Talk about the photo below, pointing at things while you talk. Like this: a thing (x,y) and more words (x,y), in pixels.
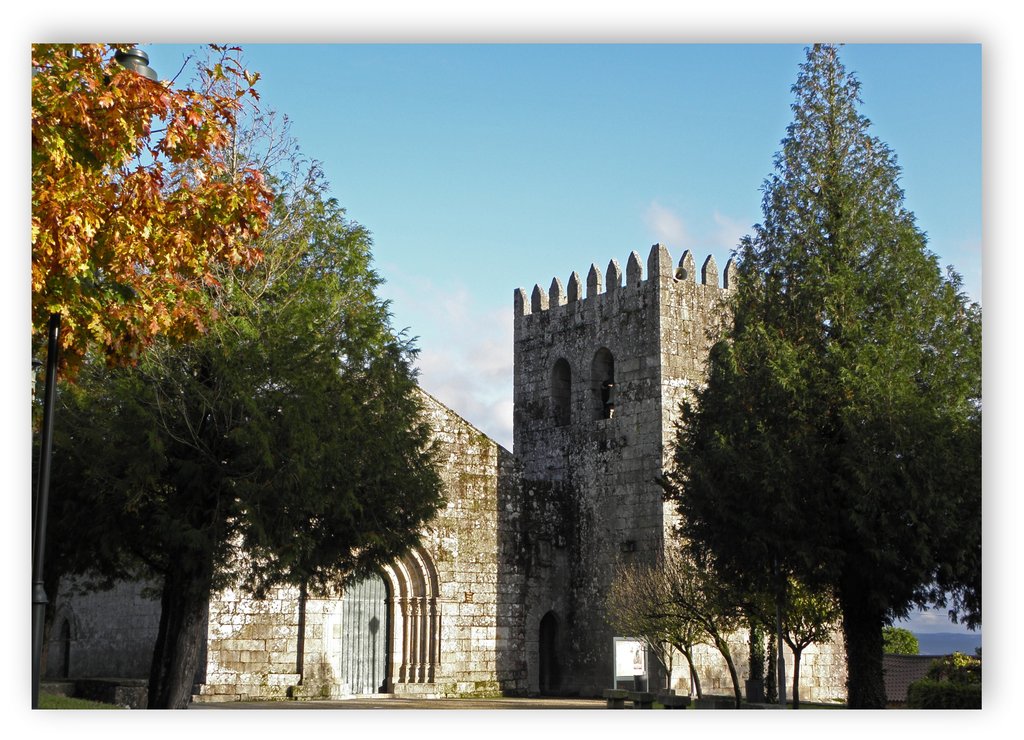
In this image I can see there are few trees (720,555), a fort (603,601) and the sky (600,238) is clear.
